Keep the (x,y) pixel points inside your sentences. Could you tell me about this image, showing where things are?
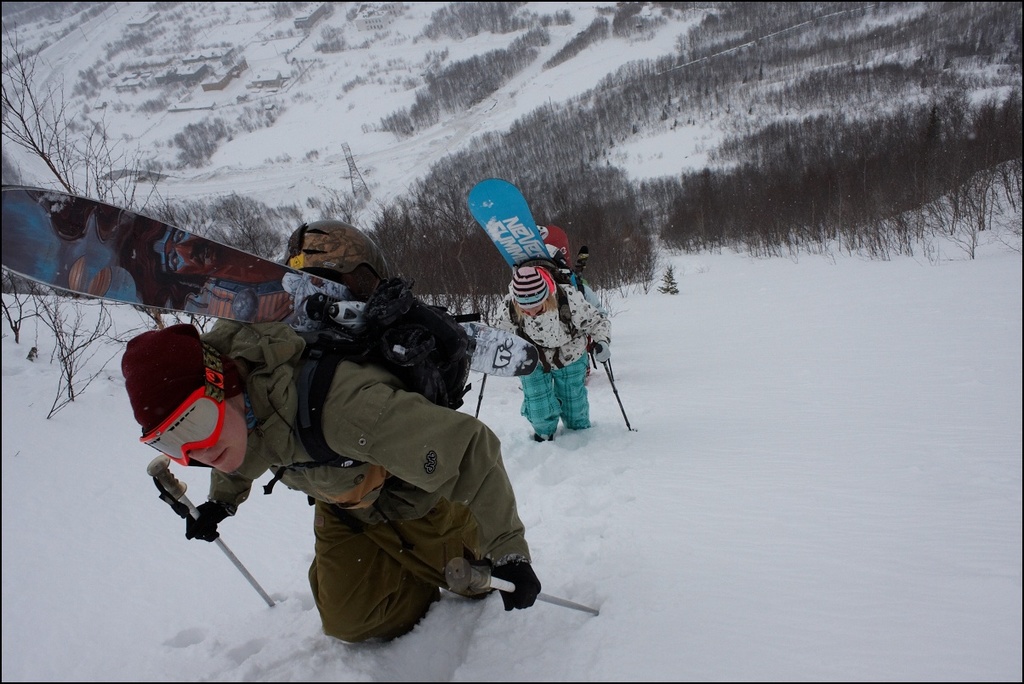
In this image in the front (355,443) there are persons (379,429) walking. In the background (593,111) there are trees (608,101) and there is snow (838,515) on the ground (839,521) and the persons (537,324) are holding objects (481,345) which are black, red and blue in colour and they are holding sticks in their hands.
